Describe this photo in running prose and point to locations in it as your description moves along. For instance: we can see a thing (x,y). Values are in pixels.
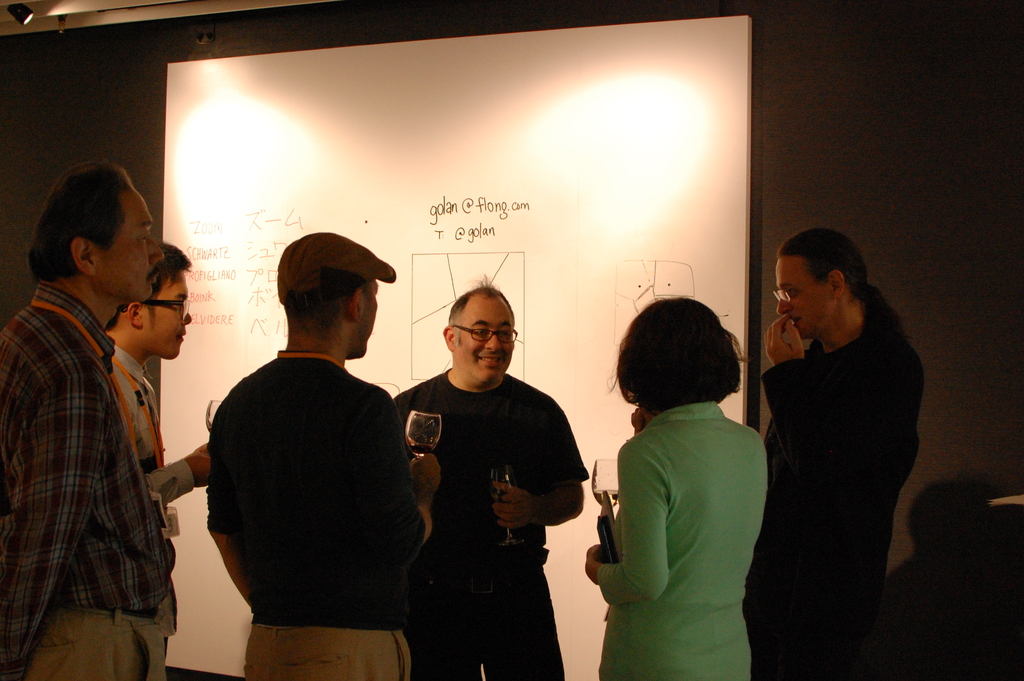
In the background (651,151) we can see the wall (964,201), white board (703,136) and something is written on it. At the top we can see a light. We can see the light rays (606,161) on the board (552,168). In this picture we can see the people (876,411) holding glasses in their hands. We can see a woman (700,541) is holding an object (601,535).
